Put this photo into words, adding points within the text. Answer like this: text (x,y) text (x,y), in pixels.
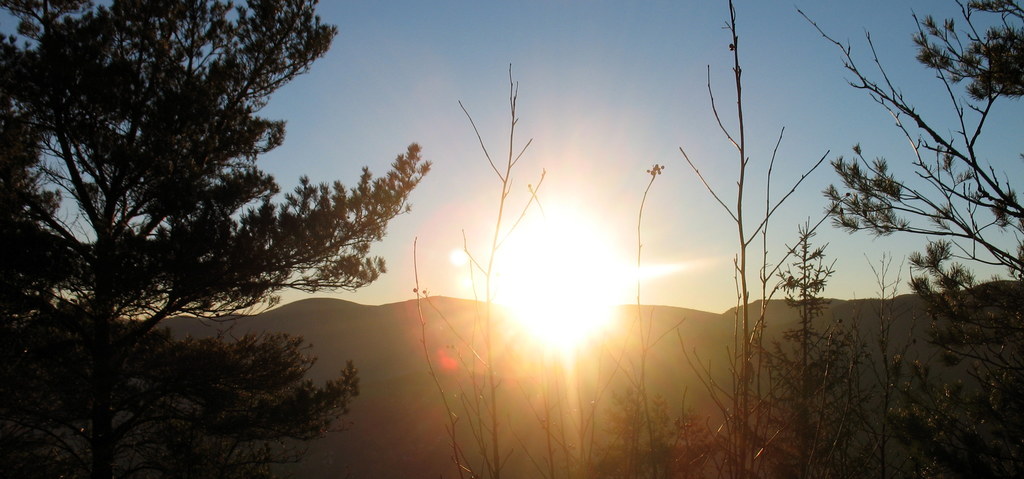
In the foreground of the picture (703,424) there are plants (796,354) and trees (144,330). In the center of the picture (433,301) there are hills (449,322). In the background (532,271) there is sun (554,256). Sky (683,44) is clear.
